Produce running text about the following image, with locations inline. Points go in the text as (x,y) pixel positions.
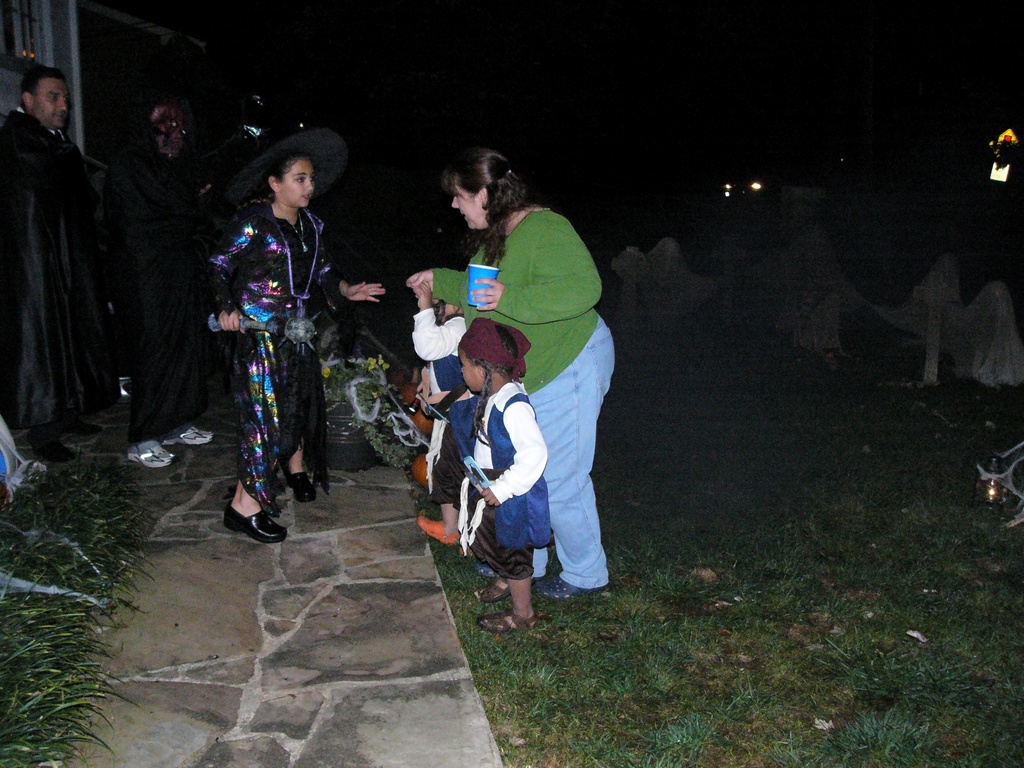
This image consists of some persons (477,372) in the middle (477,372). There are girls (312,342), women (592,426) and men (164,332). There is grass (609,431) at the bottom (591,686).
